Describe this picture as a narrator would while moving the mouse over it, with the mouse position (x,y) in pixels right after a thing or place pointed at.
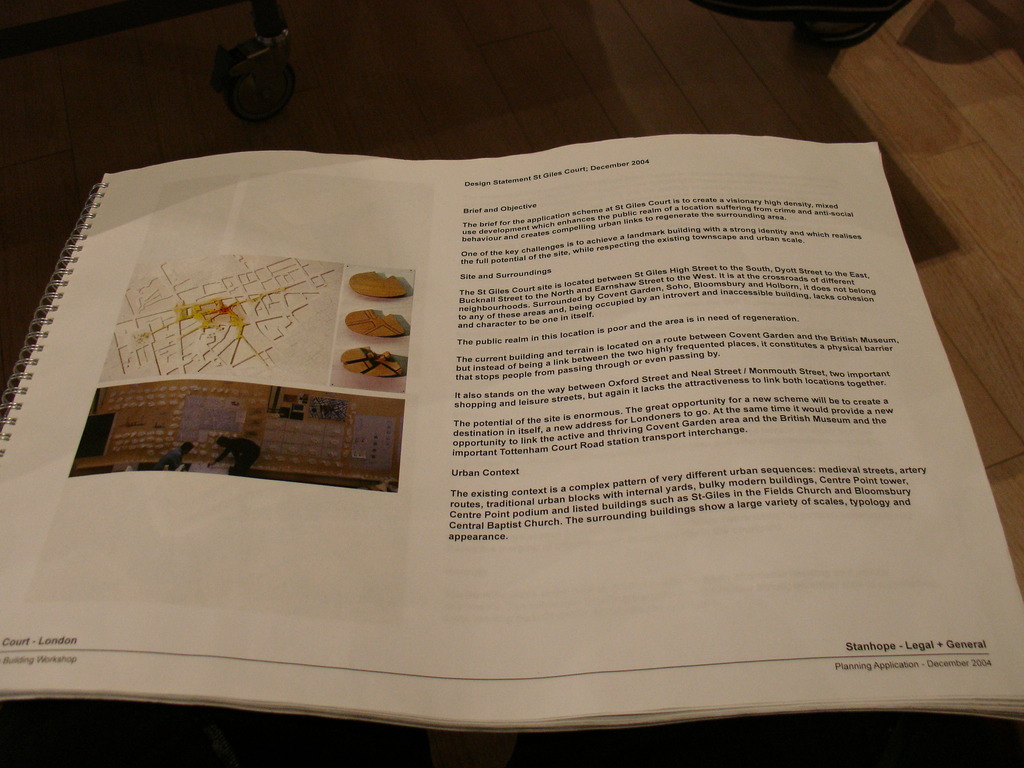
In this image we can see a book (592,526) with text (529,360) on the right side (707,323) and a picture (272,348) on the left side (231,358) and there an object (269,69) near the book (84,448).
